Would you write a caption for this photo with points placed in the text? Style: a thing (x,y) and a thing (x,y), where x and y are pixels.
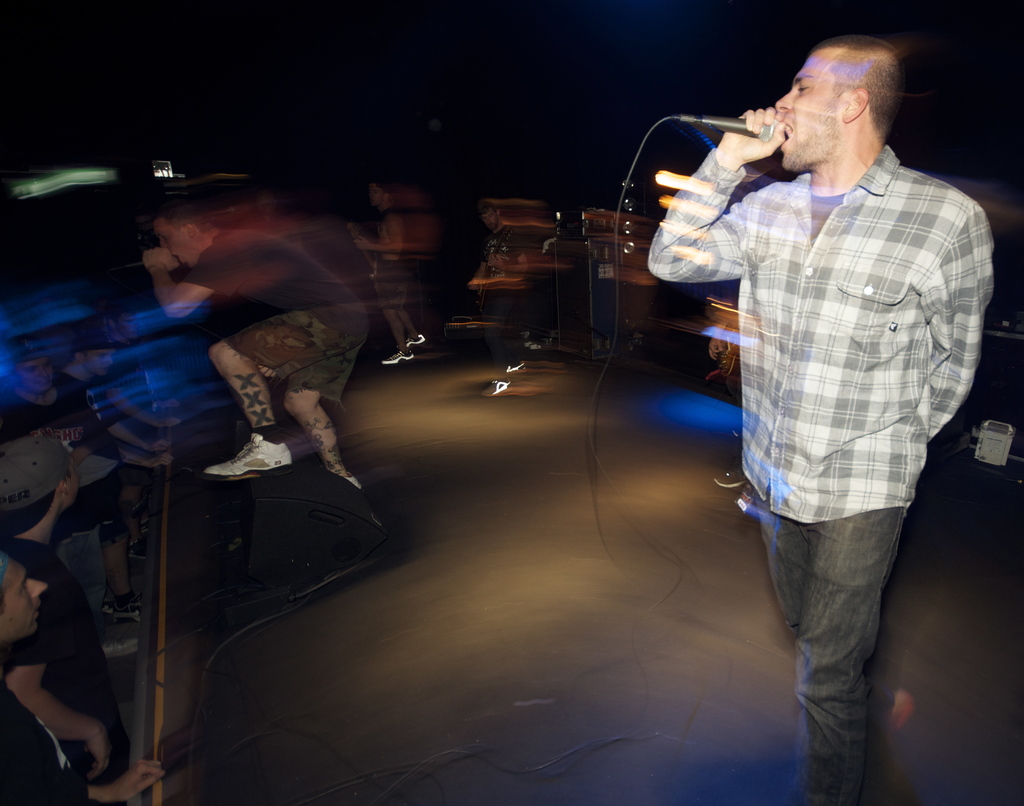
This is a concert. A man (672,224) at the right side (780,230) holding a microphone (767,136) and singing a song and a man (330,351) at left side (300,384) dancing holding a microphone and at the left bottom (23,669) there are spectators (116,516) and at the back side of the image (494,248) there are men (504,340) playing a musical instruments (492,277).
